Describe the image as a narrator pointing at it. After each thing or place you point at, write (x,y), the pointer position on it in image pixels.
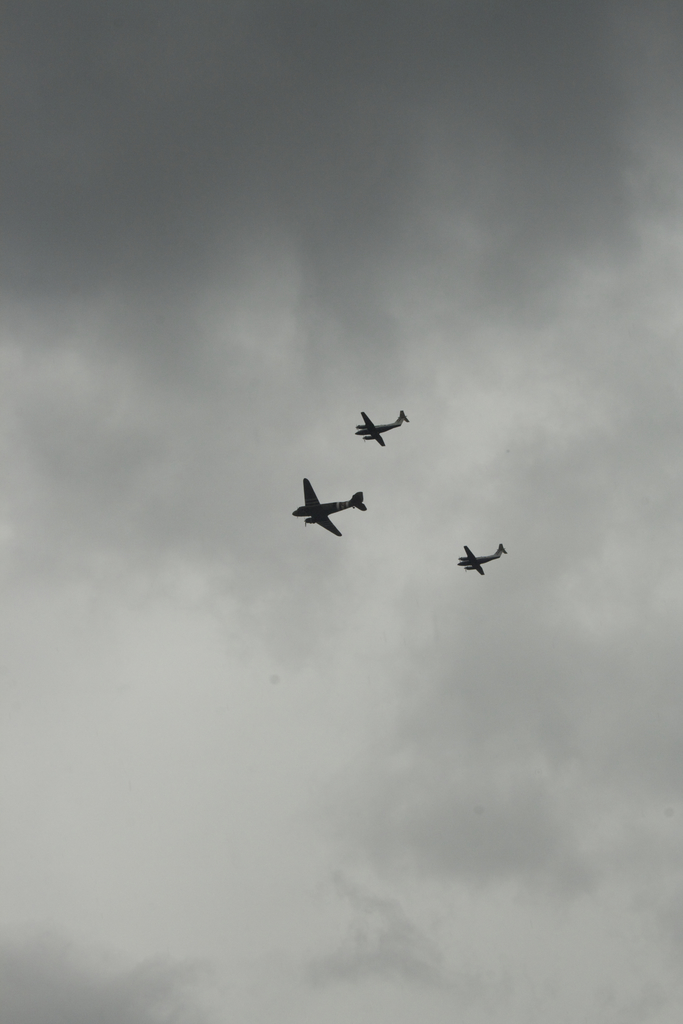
In the center of the image (307,493) we can see aeroplanes (461,564) in the air (385,553). In the background (336,540) we can see sky (237,382) and clouds (222,245).
